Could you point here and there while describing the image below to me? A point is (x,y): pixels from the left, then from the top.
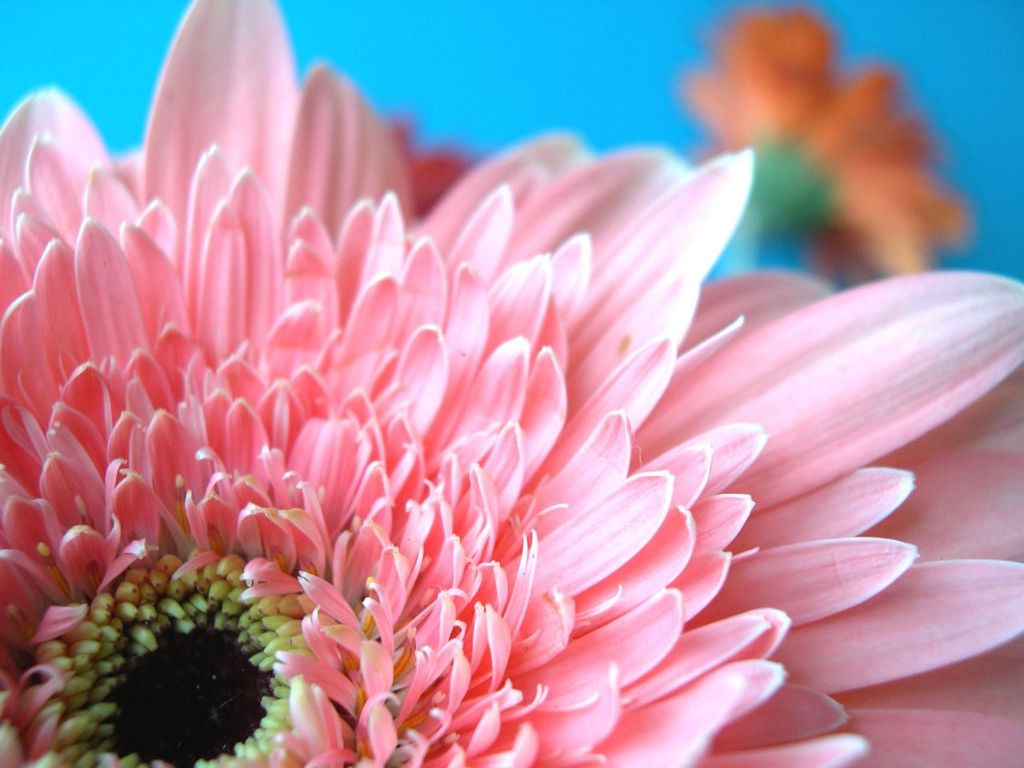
In this image I can see the flower (304,543) which is in yellow, black and pink color. In the back (758,195) I can see few more flowers (756,181) and I can see the blue color background (651,30).
